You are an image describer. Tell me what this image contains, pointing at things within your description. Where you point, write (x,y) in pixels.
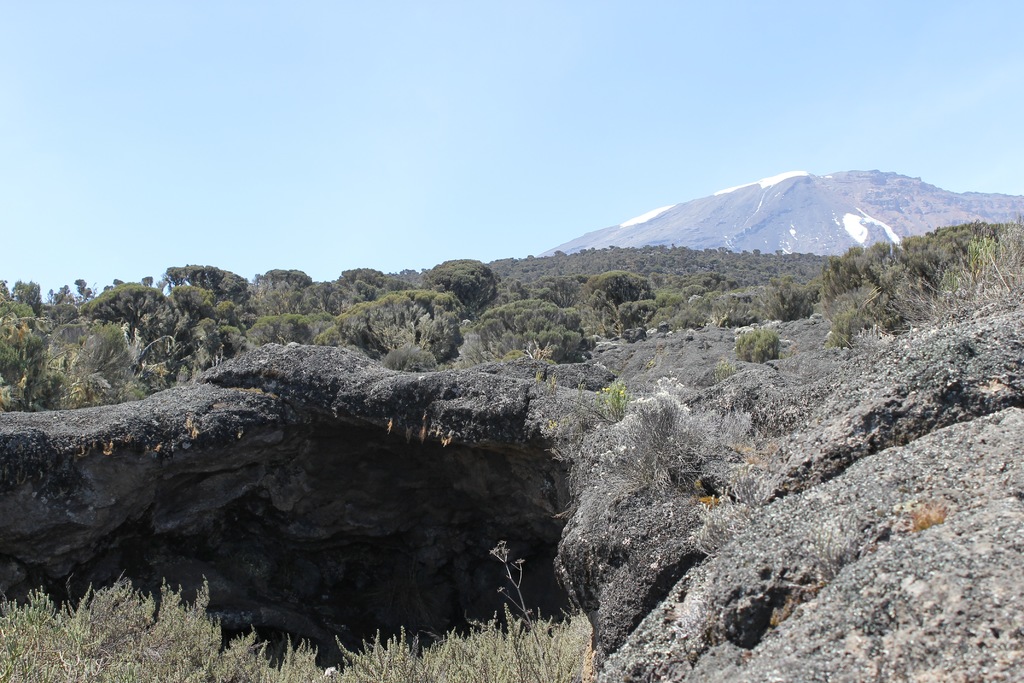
In this image we can see few trees (513,328), rock (2,571), mountains (777,195) and the sky (609,106) in the background (584,87).
